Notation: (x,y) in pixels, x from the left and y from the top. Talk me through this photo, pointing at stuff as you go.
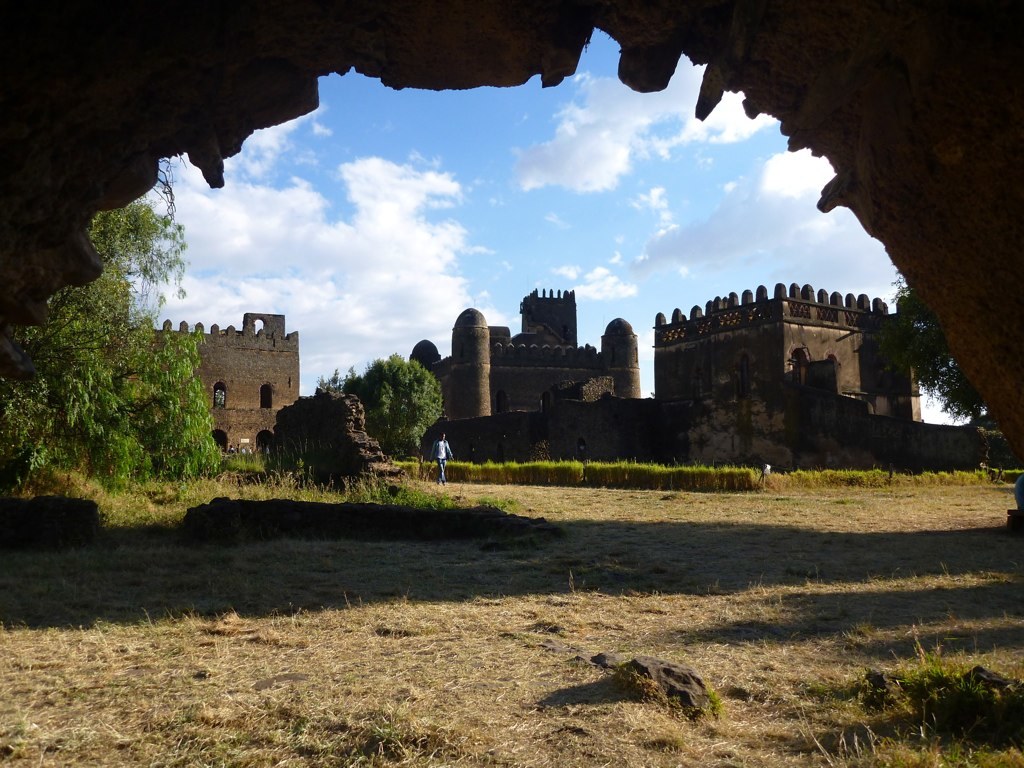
In the image there is a person (445,454) walking on the dry grass land (583,642), in the front (88,19) it seems to be a tunnel (837,133), at the back (770,386) there are old castles (693,378) with trees (422,404) in front of it and above its sky (428,224) with clouds (356,230).
